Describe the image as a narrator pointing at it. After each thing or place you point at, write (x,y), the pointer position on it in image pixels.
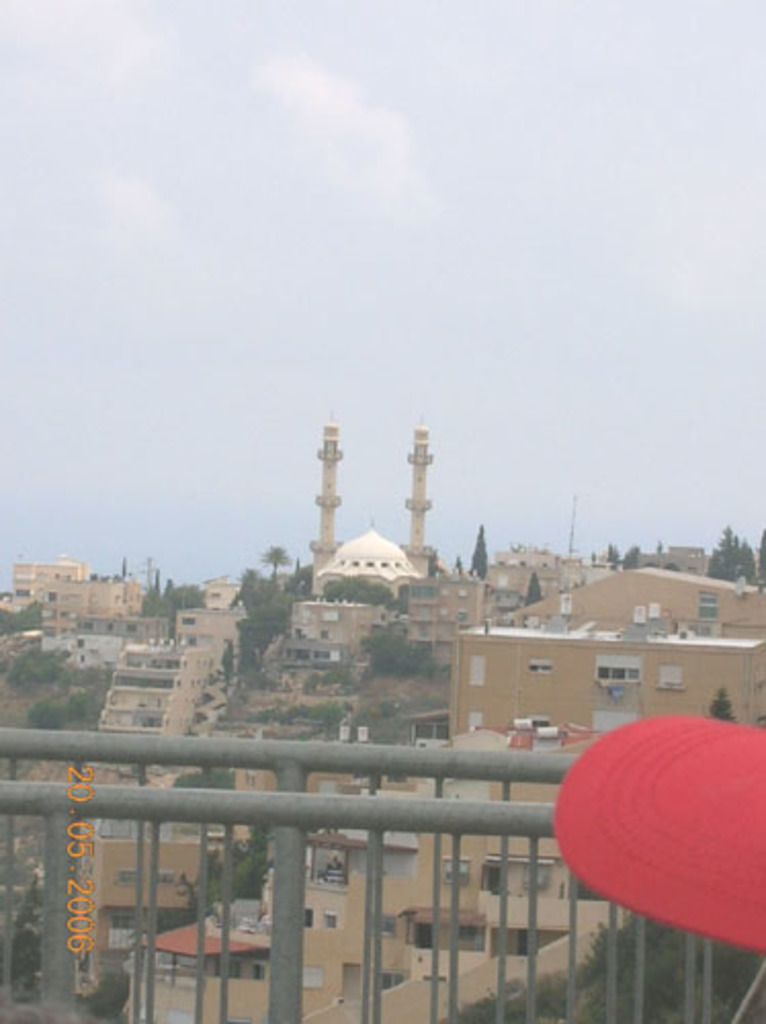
In this picture I can see buildings (442,629), trees (192,771) and I can see couple of towers (421,563) and I can see a metal fence (545,773) and text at the bottom left corner of the picture (82,859) and looks like a red color cap (573,802) at the bottom right corner (706,765) and I can see blue cloudy sky (314,257).
